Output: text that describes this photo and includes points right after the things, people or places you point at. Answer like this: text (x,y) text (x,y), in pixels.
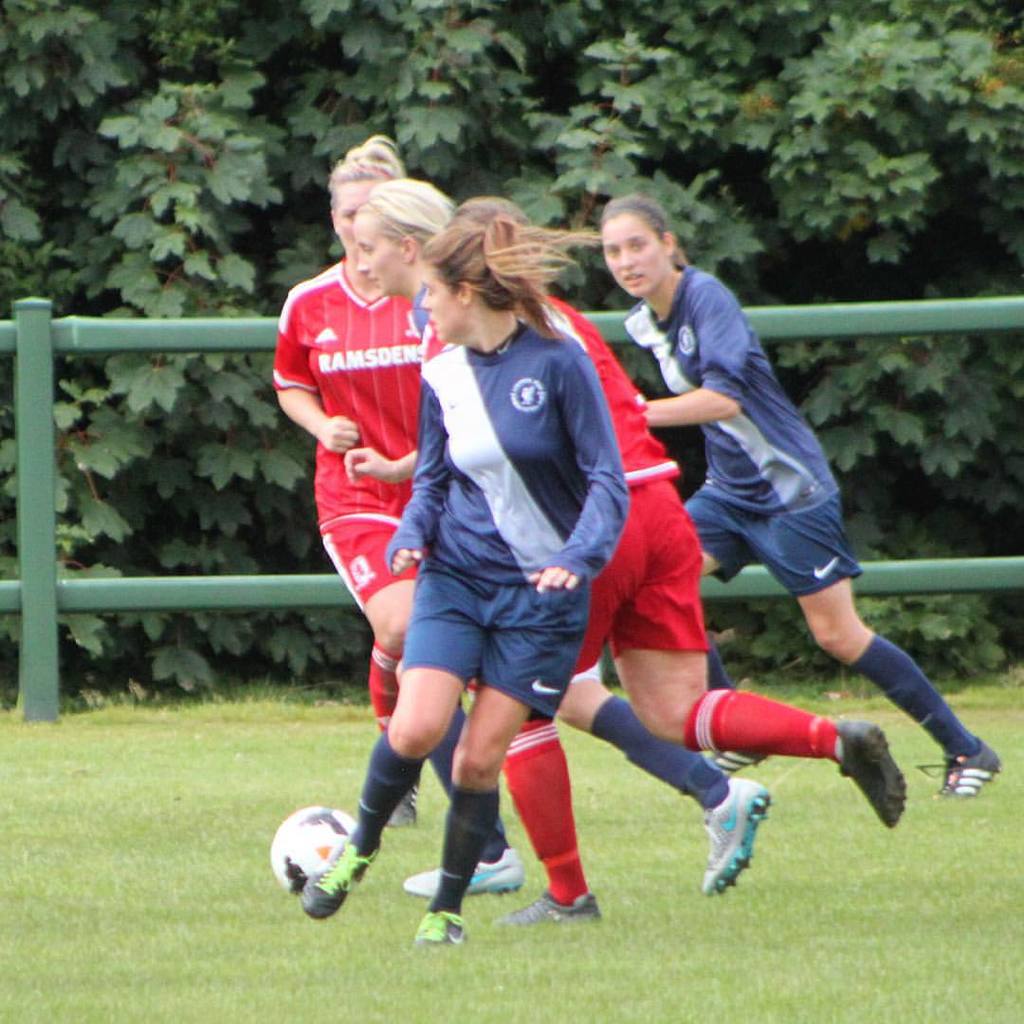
In this picture we can see five women (641,396) running at ball (303,865) on ground (272,752) and in background (328,115) we can see trees (105,204), fence (33,500).
